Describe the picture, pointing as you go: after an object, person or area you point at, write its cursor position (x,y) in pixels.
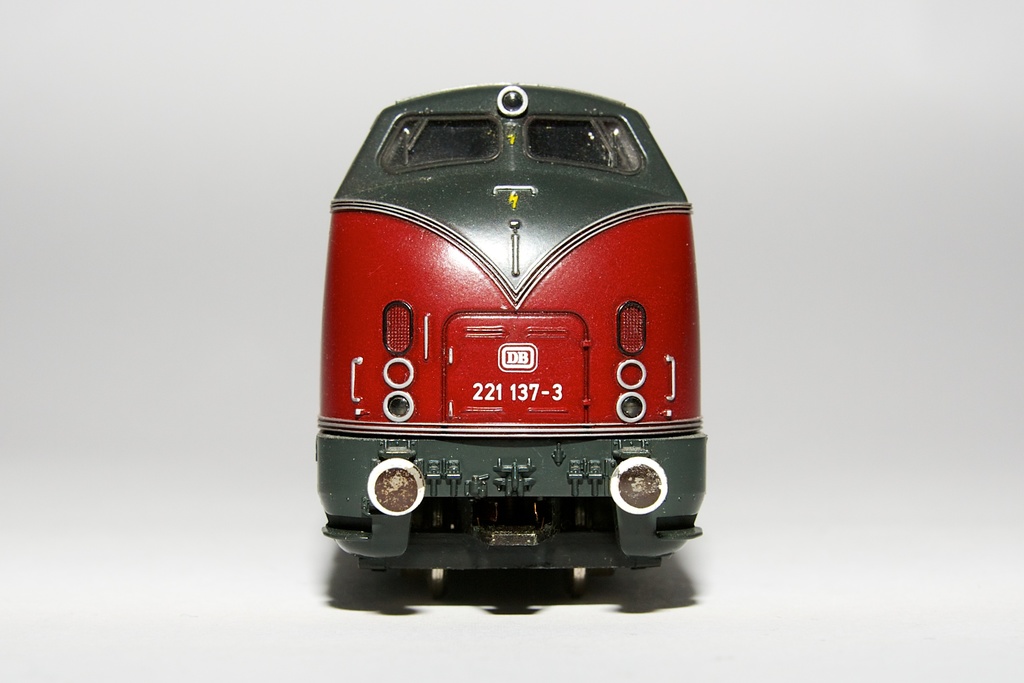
In this image I can see a train (577,345) which is red, green and white in color. I can see the white colored background (841,147).
